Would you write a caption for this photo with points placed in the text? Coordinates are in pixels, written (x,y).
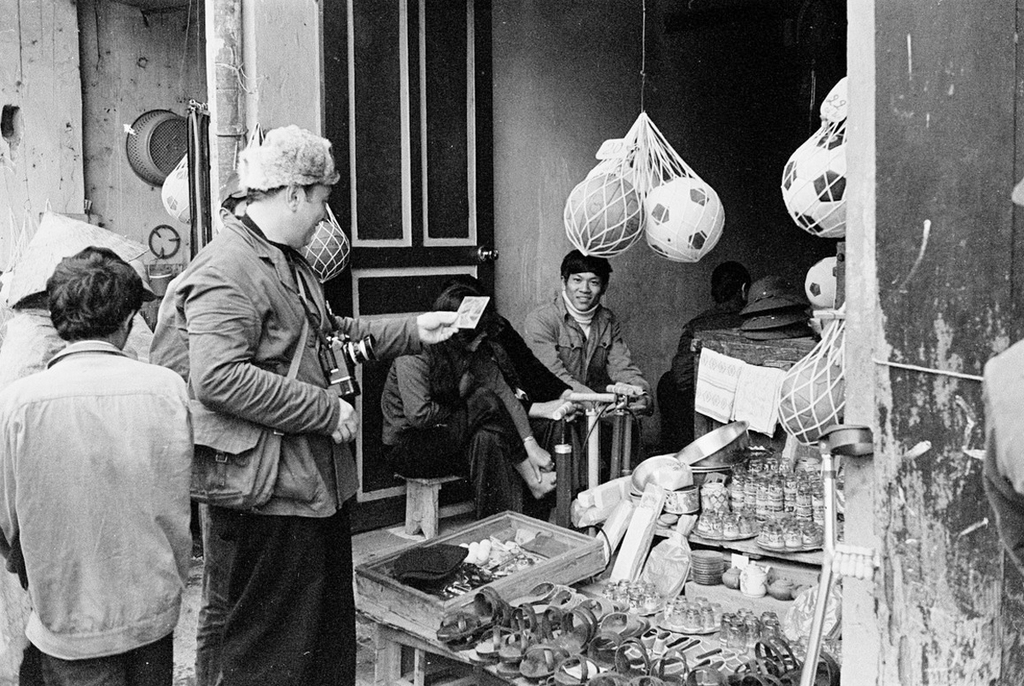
In this image I can see some people (444,445). On the right side (745,521), I can see some objects (676,607) on the table (734,606). I can see the image is in black and white color.
